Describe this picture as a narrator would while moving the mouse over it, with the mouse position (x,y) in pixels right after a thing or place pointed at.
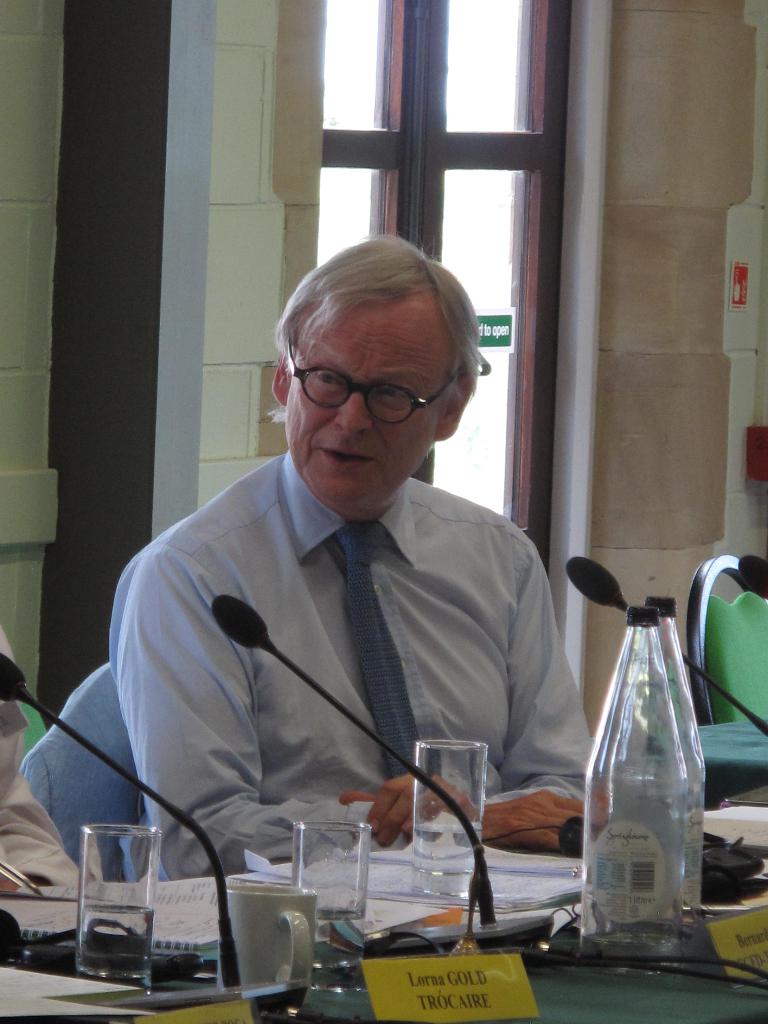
In this image, man (480,622) in a shirt (480,622), we can see he wear a glasses (400,408). On left side (59,827), there is a cloth (21,823). In the bottom of the image (505,962), we can see table (627,983), few items (348,963) are placed on it. We can see chairs (716,652) here. And background (232,398), we can see glass window (477,253), board (494,334), wall (653,328), and here sticker (742,284).
